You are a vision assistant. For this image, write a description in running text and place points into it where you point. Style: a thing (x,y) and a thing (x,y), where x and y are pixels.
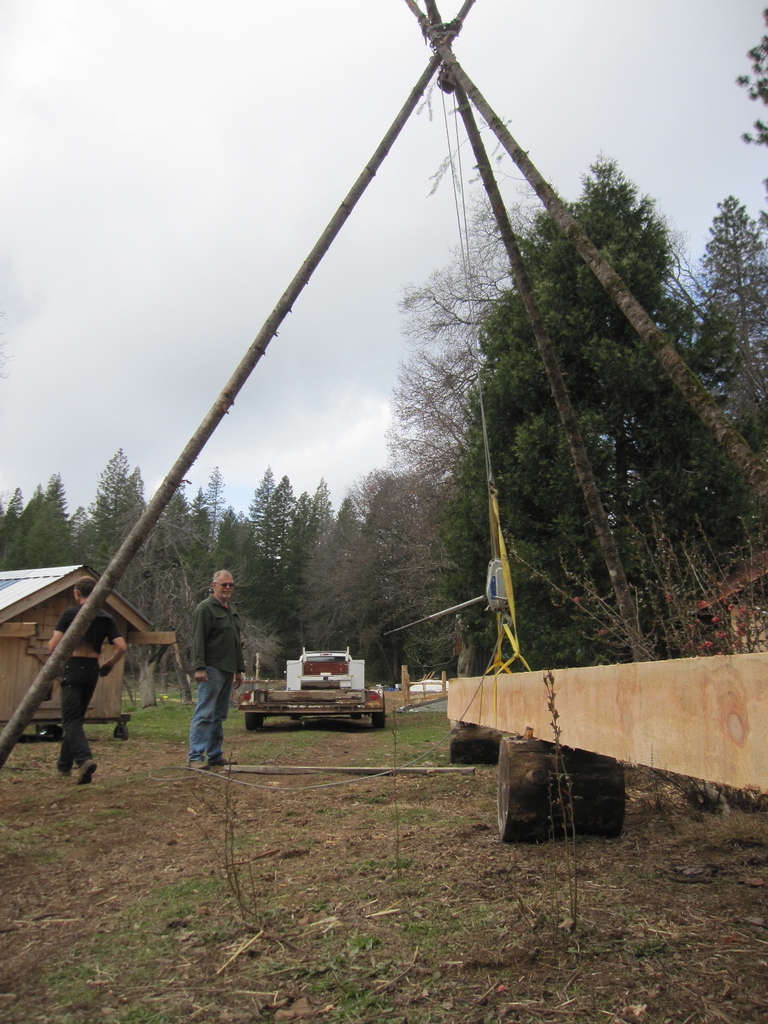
In the picture we can see a grass surface (402,916) on it, we can see a wooden plank (517,715) and three wooden poles (408,107) are joined in the shape of a pyramid and a rope (458,218) is tied to it and a wooden plank (532,698) and in the background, we can see a man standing and one man (107,625) is walking and behind him we can see a wooden hut (65,601) and behind we can see trees (175,649) and sky (324,354) with clouds (22,232).
